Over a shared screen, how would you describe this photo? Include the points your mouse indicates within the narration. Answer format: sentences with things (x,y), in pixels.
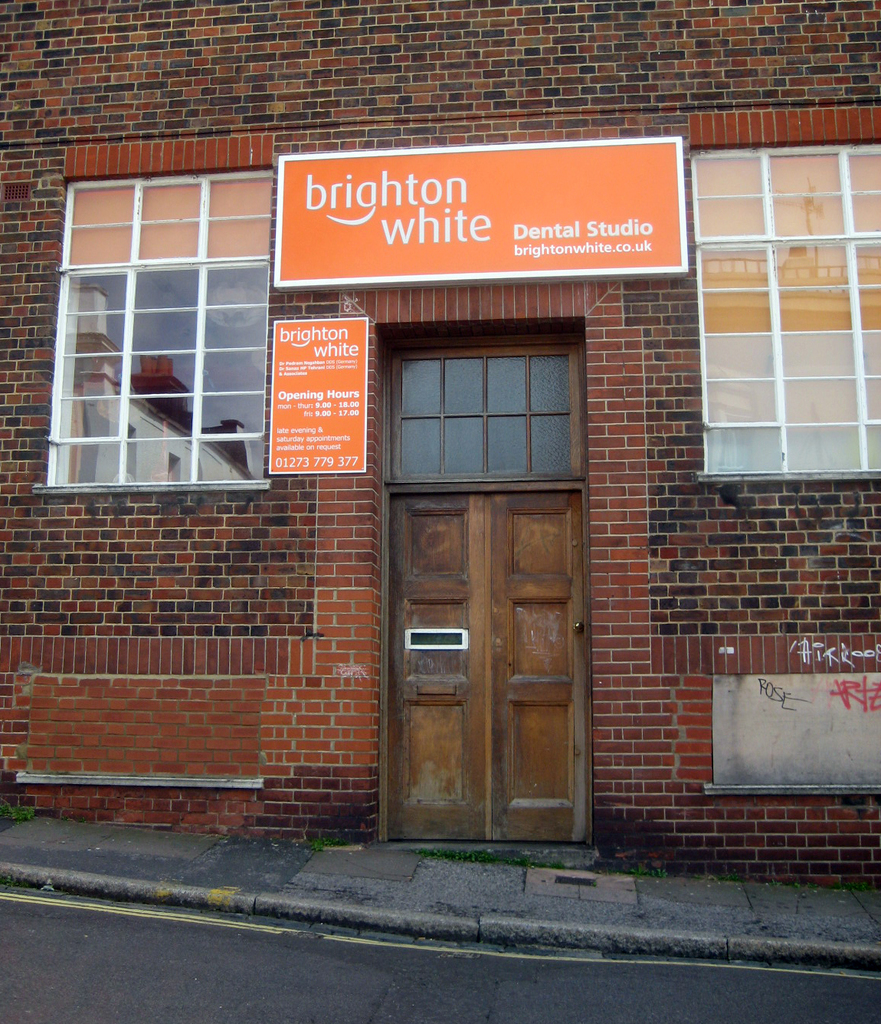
In this picture we can see a house (403,661) to which there are some boards (472,249), windows (190,387) and door (405,672) to the wall (538,302).
